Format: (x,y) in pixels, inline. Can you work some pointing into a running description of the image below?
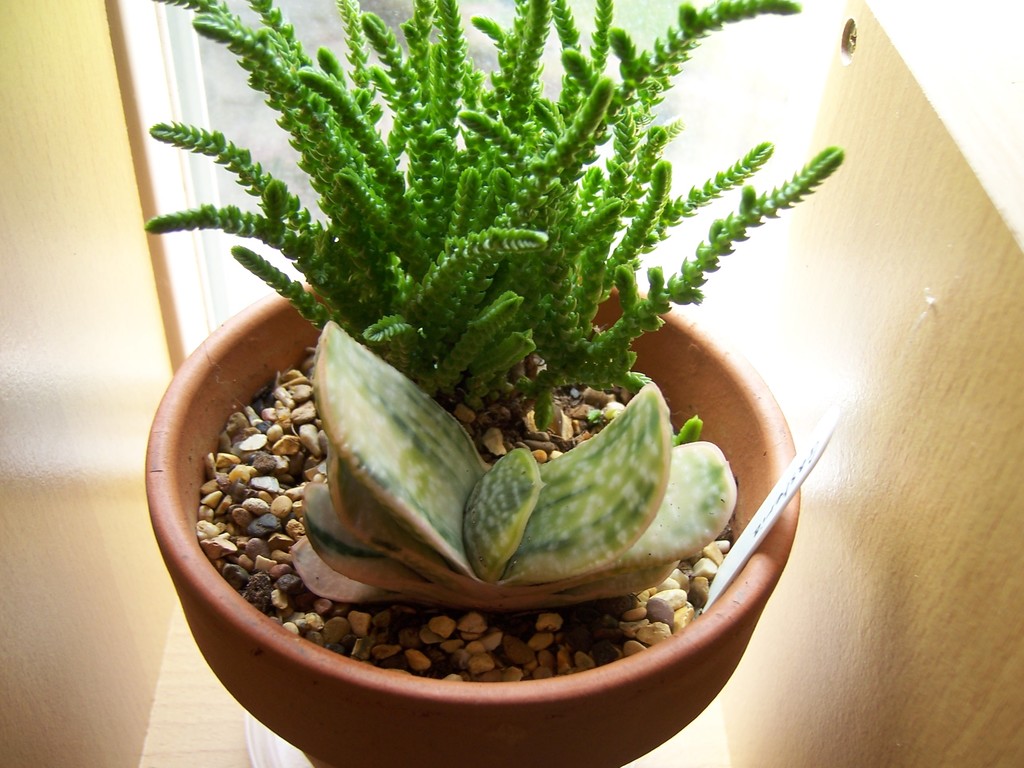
In the image we can see plant pot (399,684), stones (458,641) and the wall (994,577).
